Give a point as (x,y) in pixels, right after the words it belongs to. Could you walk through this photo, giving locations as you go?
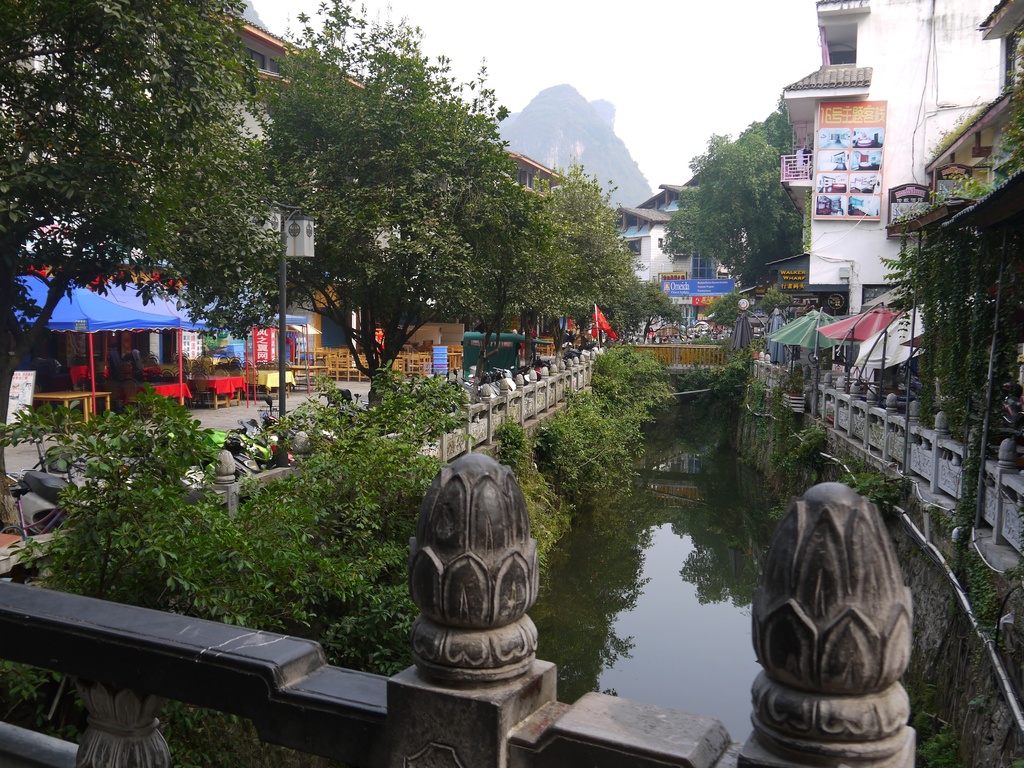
In this image I can see there is a bridge (437,496) on the water (670,490) and there are few trees (192,182), stalls (145,311) at left side (160,343) and there are few buildings (160,343) at right (907,69) and left sides. There is a mountain (597,128) in the backdrop (526,127) and the sky (751,13) is clear.
